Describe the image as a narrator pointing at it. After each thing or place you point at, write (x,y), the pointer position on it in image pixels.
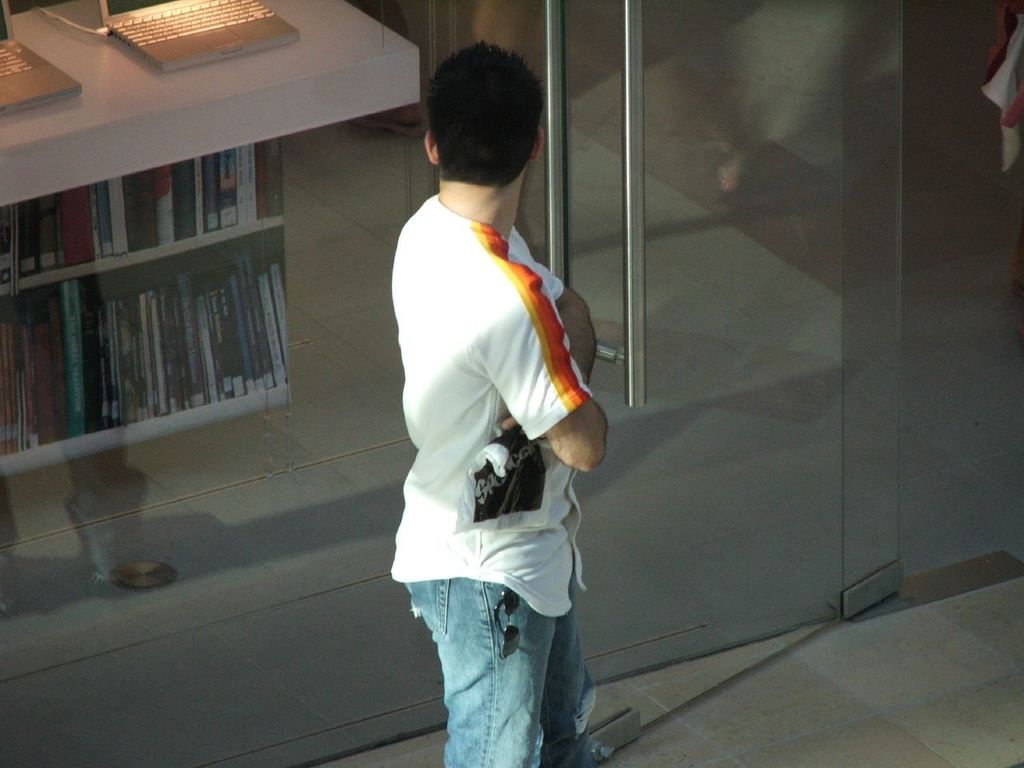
In this picture there is a boy (570,762) in the center of the image (586,328) and there is a bookshelf (71,354) on the left side of the image (213,169) and there are laptops (60,88) in the top left side of the image (49,75).
